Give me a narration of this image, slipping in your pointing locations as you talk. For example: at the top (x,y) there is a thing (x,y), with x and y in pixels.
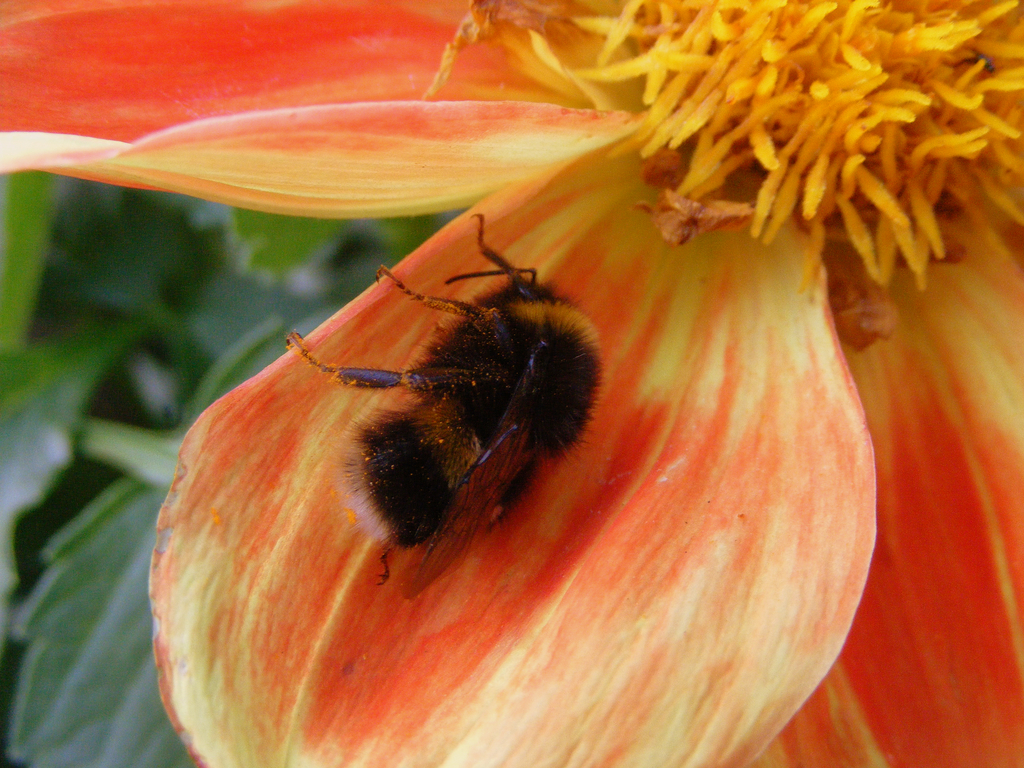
In this image in the foreground (573,314) there is a flower (555,275), on which there is an insect (450,346), on the left side (66,670) there are some leaves (24,494) visible.
